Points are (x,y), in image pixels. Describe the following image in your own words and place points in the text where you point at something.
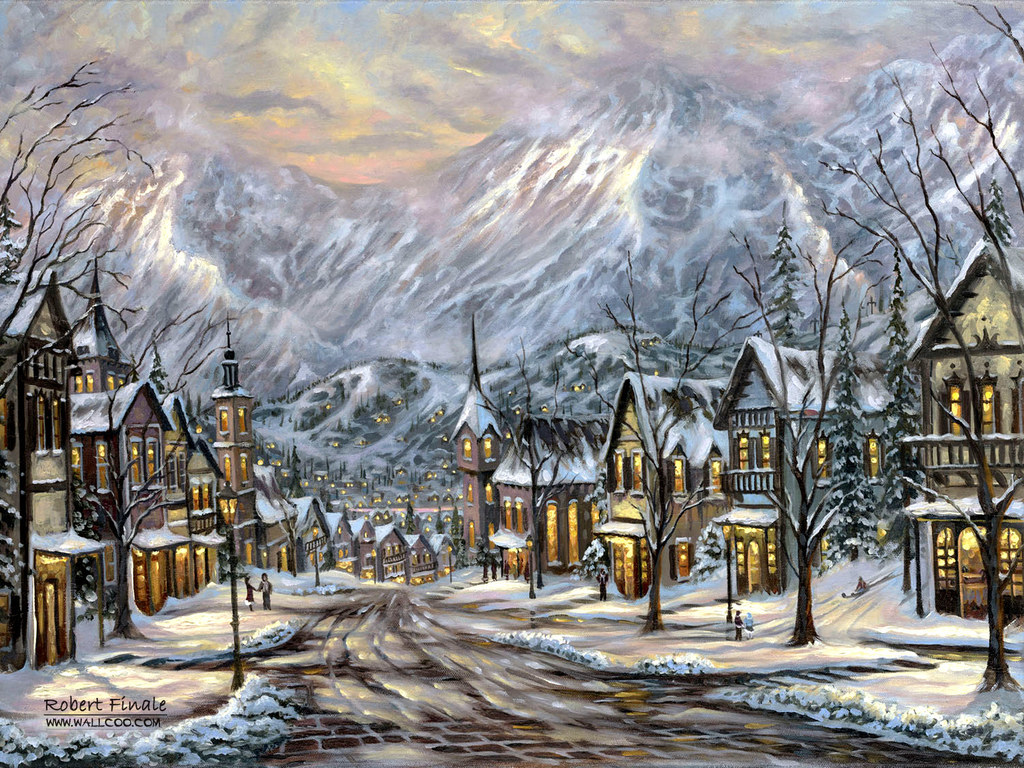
It is a graphical image, in the image we can see some poles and buildings (962,553) and trees (640,436) and hills (675,204) and clouds (548,26) and sky (470,26).
